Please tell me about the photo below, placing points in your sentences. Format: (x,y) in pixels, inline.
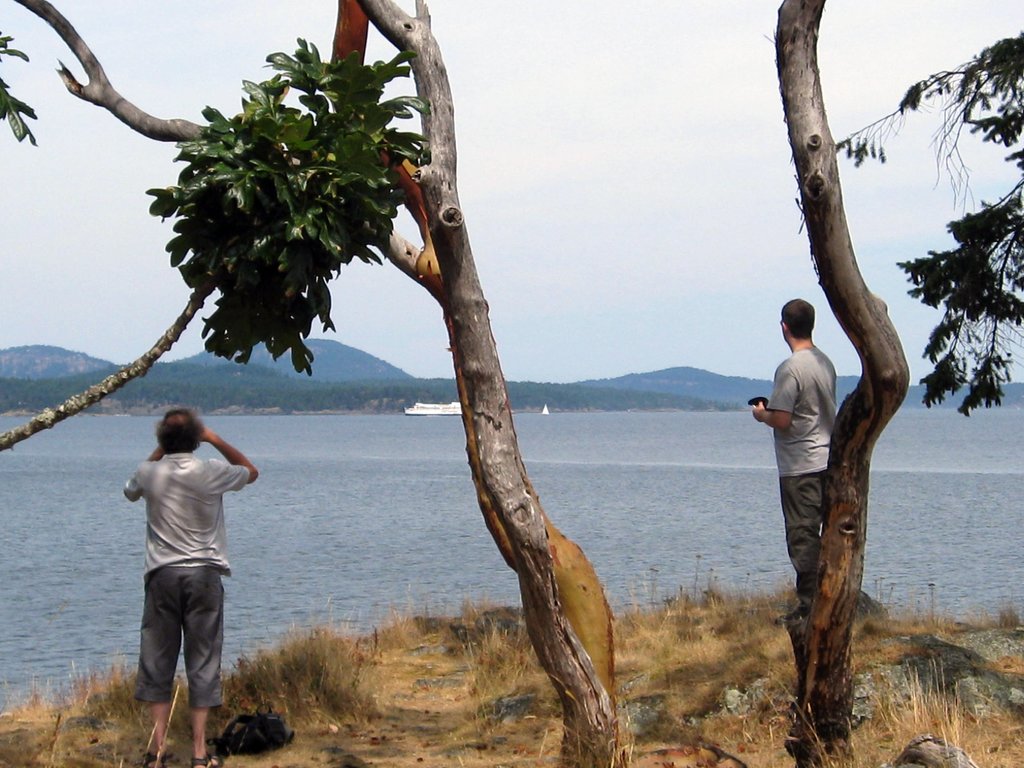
In the picture I can see two persons (150,667) standing and there is a tree (589,661) in between them and there is water (405,468) which has a ship (446,404) on it and there are trees (285,391) and mountains (336,382) in the background (288,401).
